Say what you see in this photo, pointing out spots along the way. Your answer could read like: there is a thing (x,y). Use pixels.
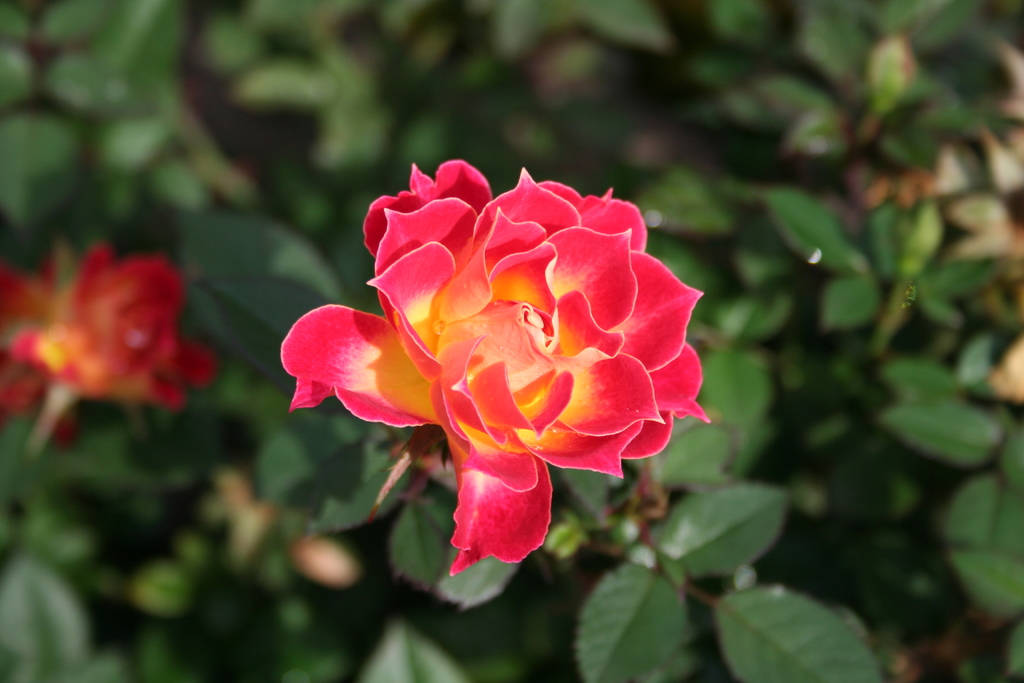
In this image we can see red color flowers (368,399) and green color leaves (31,590). In the background (579,145) the image is in a blur.
